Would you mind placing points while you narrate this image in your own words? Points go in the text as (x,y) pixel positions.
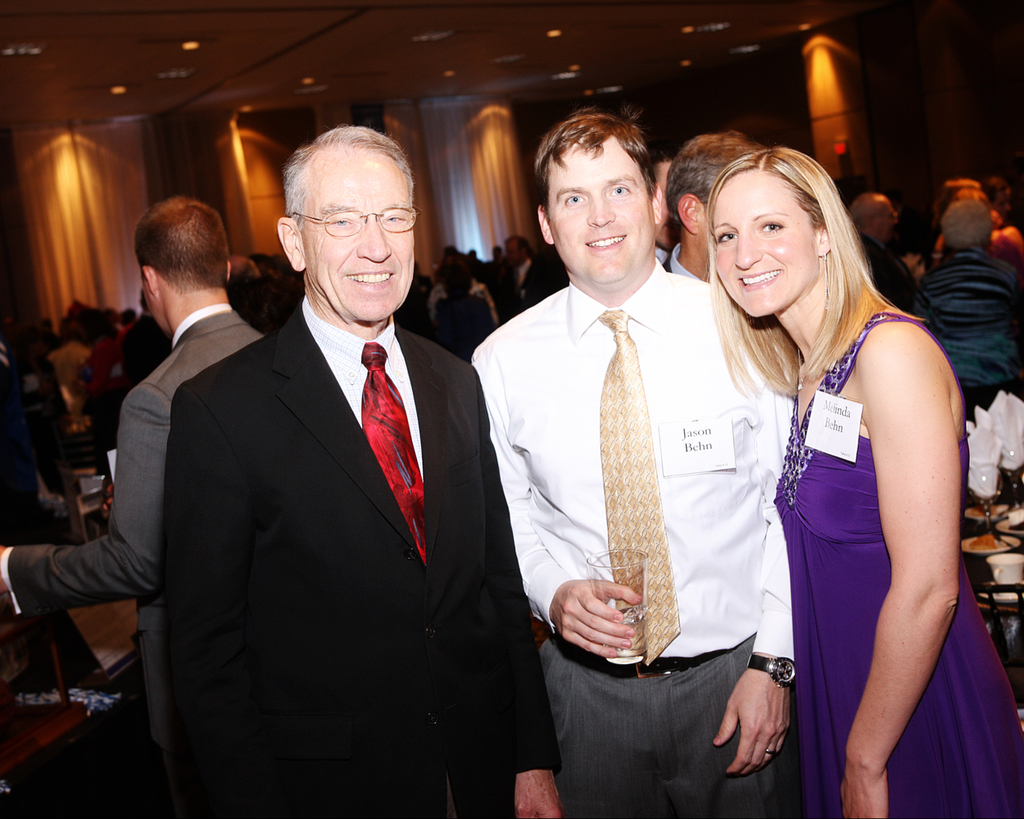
In this image we can see a woman (849,493) and two men (731,388) are smiling and one of them is holding a glass (628,610). In the background (155,394) we can see people (962,313), glasses (992,494), tissue papers (1005,449), cup (1001,557), curtains (59,207), ceiling (159,34), lights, and other objects (20,742).
